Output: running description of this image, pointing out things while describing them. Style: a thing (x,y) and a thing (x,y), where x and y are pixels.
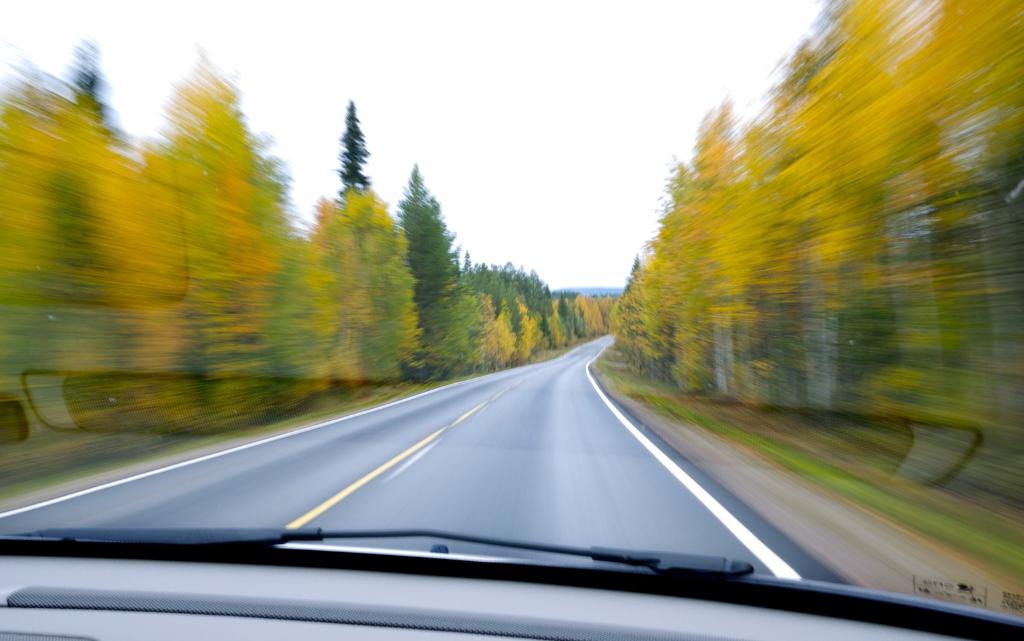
In this image I can see there is a car (412,554) on the road (520,439). And at the left (222,279) and right side (714,196) there are trees (607,319). And at the top (342,30) there is a sky (269,31).
